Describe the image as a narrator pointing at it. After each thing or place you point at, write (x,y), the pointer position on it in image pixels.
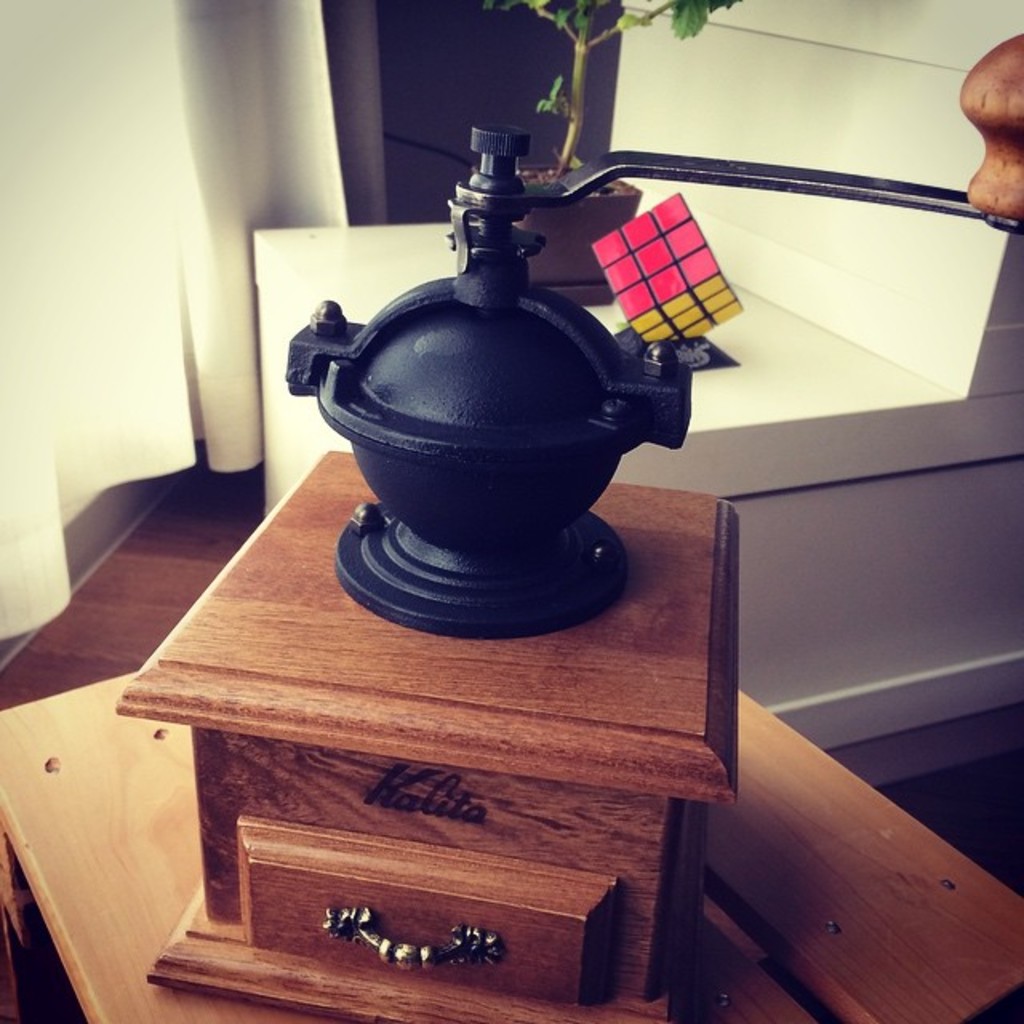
This Picture describe as it look like old coffee grinder (494,506), behind we can see small decor plant (568,133) and white curtain (202,407). This wooden grinder (357,972) is placed on the table (141,952) and handle (790,183) on the top right side (780,166).
